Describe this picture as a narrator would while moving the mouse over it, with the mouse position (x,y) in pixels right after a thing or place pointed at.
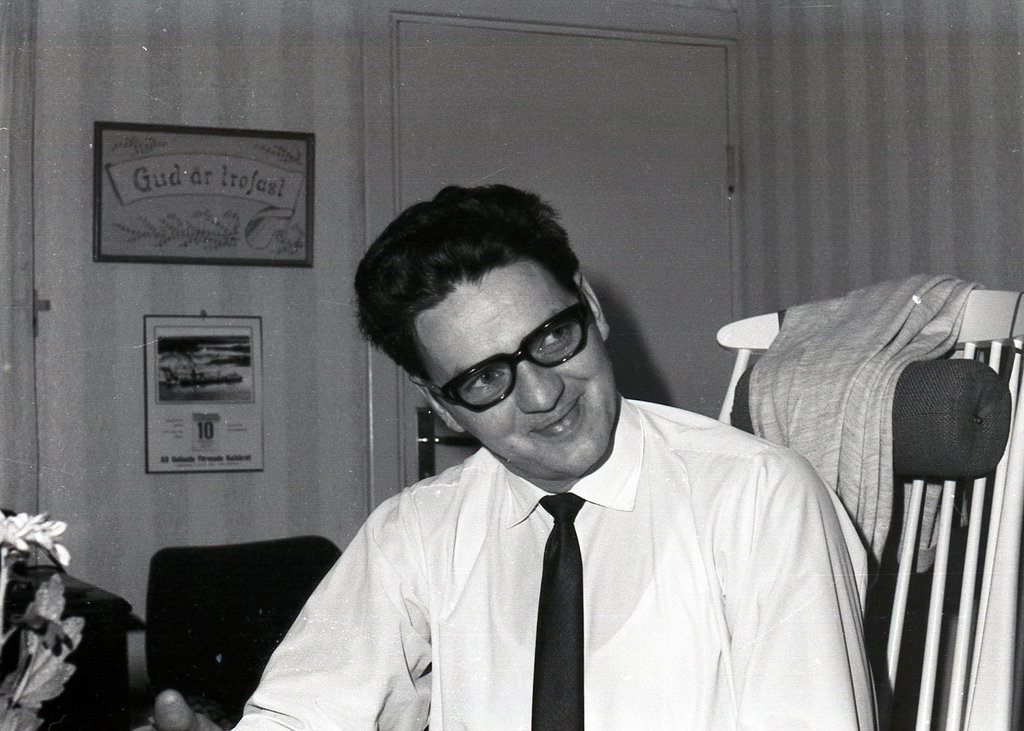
It is a black and white picture. In the center of the image (527,267) we can see one person (704,636) is sitting on the chair (928,571) and he is smiling. And we can see he is wearing glasses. And we can see one cloth (880,408) on the chair (888,432). In the background (640,368) there is a wall (974,142), door (680,181), one chair (277,571), black color object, one plant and frames (170,343).
